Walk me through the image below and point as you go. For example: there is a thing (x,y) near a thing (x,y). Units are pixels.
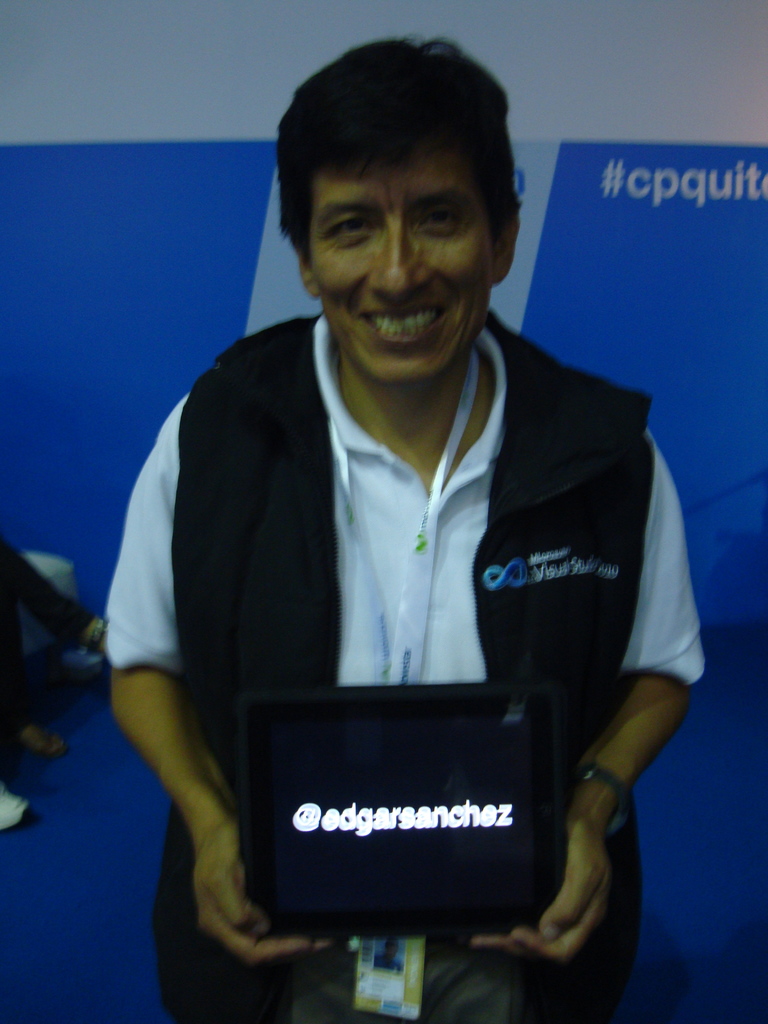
This is the man (388,310) standing and smiling. He is holding a tablet (361,693) with a display (364,764). In the background (29,382), I think this is a hoarding (623,149). On the left side of the image (81,608), I can see a person's legs (22,739).
